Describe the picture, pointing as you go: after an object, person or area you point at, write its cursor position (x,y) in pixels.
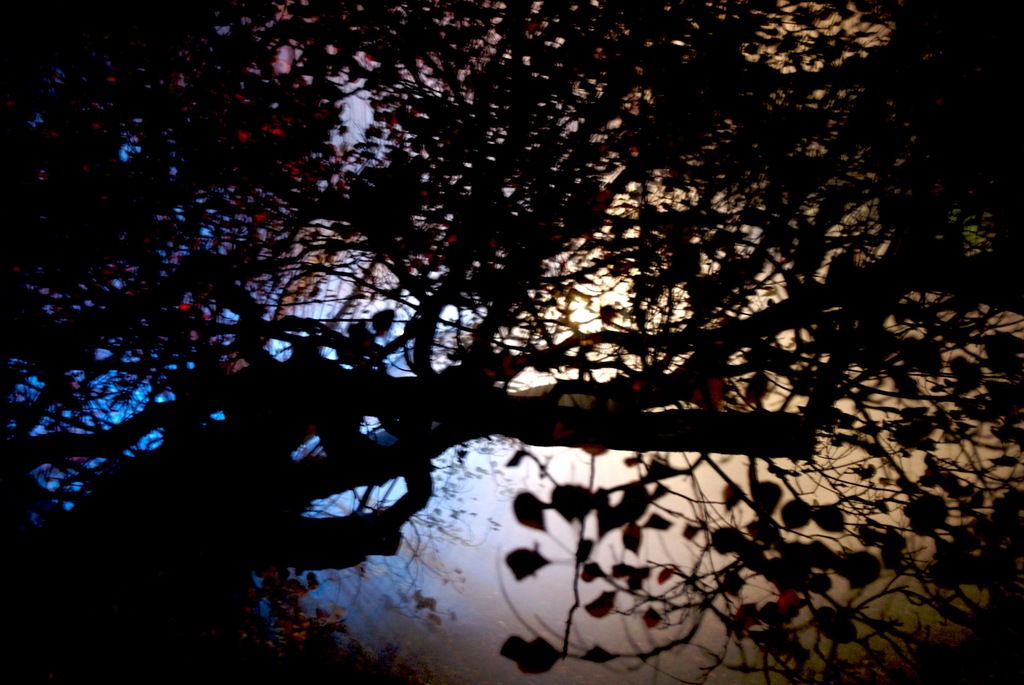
There is a tree (400,255) which is having leaves (735,161) and branches (464,369). In the background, there are trees (306,620) and there are clouds (460,481) in the blue sky (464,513).
